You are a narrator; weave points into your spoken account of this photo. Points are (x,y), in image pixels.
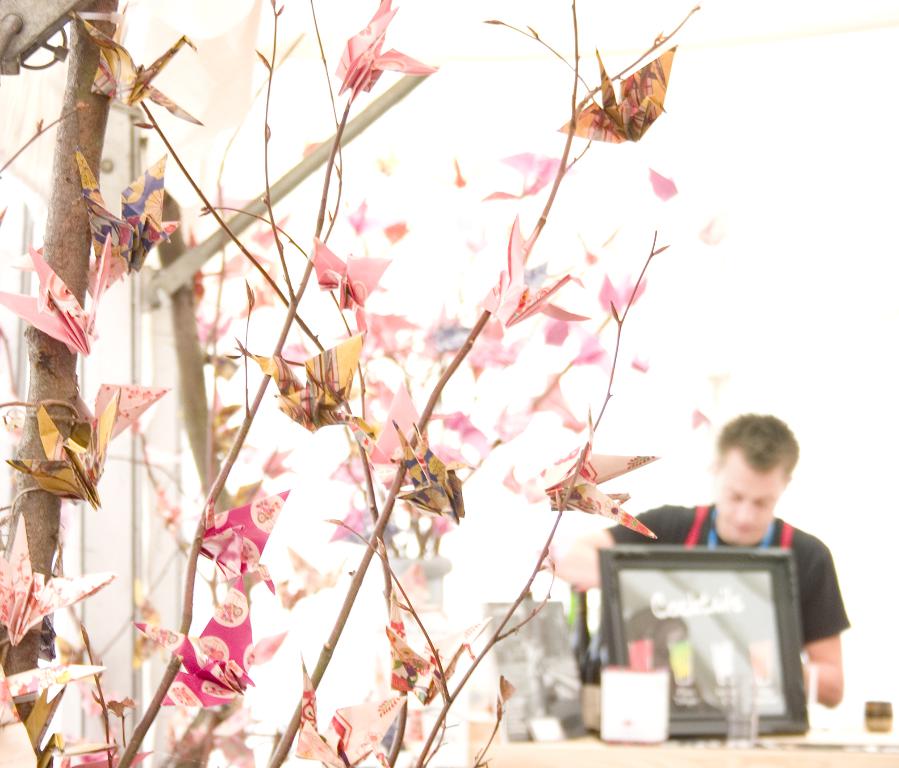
In this image we can see a person (829,638) standing behind the table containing a photo frame (676,694), bottle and some objects (650,696) on it. On the left side (229,686) we can see some paper art (390,613) on the branches (201,537) of a tree (207,507).
